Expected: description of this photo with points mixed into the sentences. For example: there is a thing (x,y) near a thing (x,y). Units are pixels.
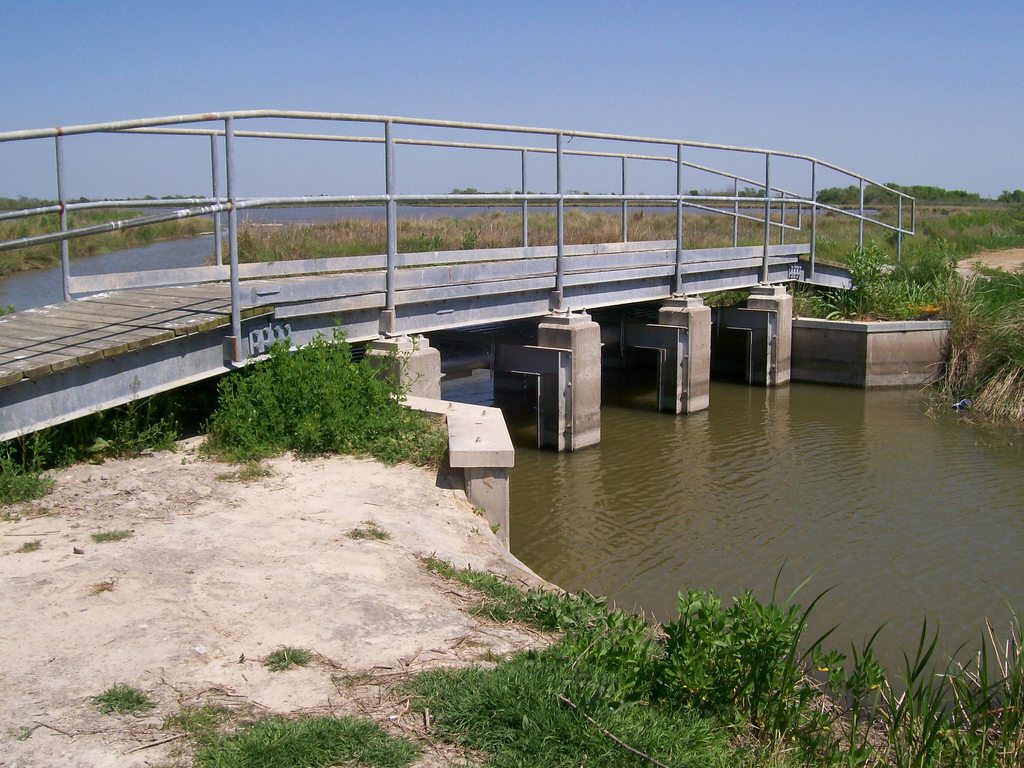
In the center of the image (459,360) we can see a bridge (420,290). In the background of the image (975,313) we can see the trees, water (563,459), plants (992,323). At the bottom of the image (212,674) we can see the ground (298,642). At the top of the image (562,142) we can see the sky (580,161).
